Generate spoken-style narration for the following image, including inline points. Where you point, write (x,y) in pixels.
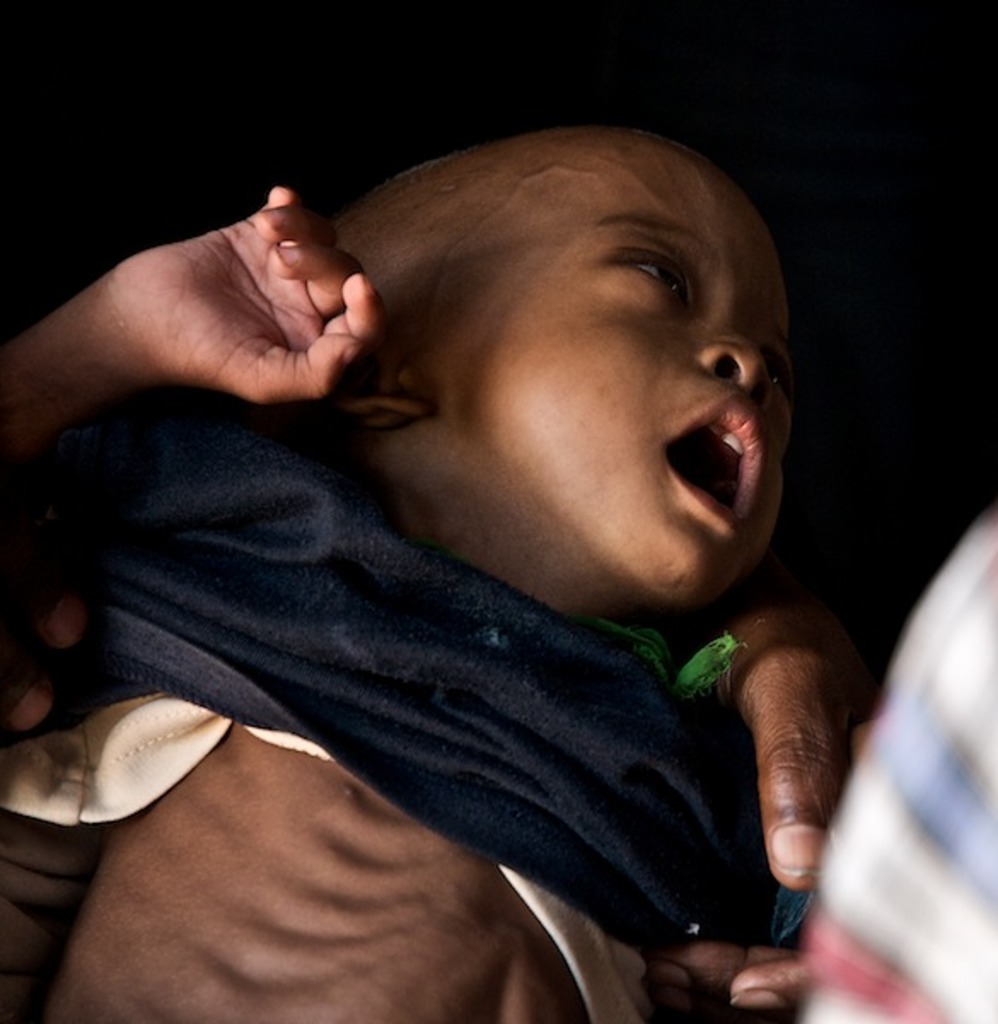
In the image in the center (589,558), we can see one person (825,641) holding a baby (426,619).
